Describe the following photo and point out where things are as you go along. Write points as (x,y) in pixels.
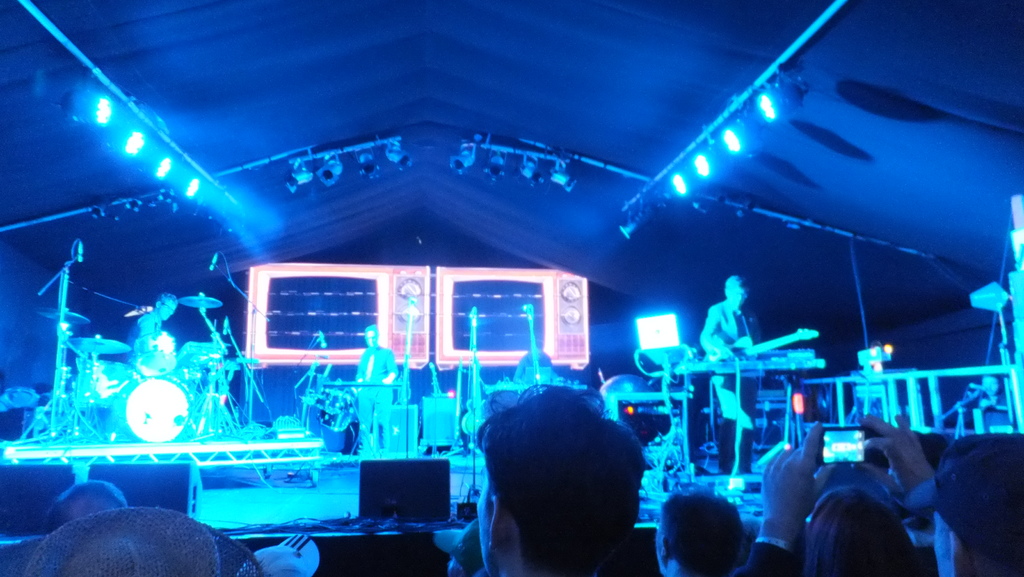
This picture describes about group of people (535,462), few people (148,340) are playing musical instruments (152,389) on the stage (660,340), we can find couple of lights (781,88).
